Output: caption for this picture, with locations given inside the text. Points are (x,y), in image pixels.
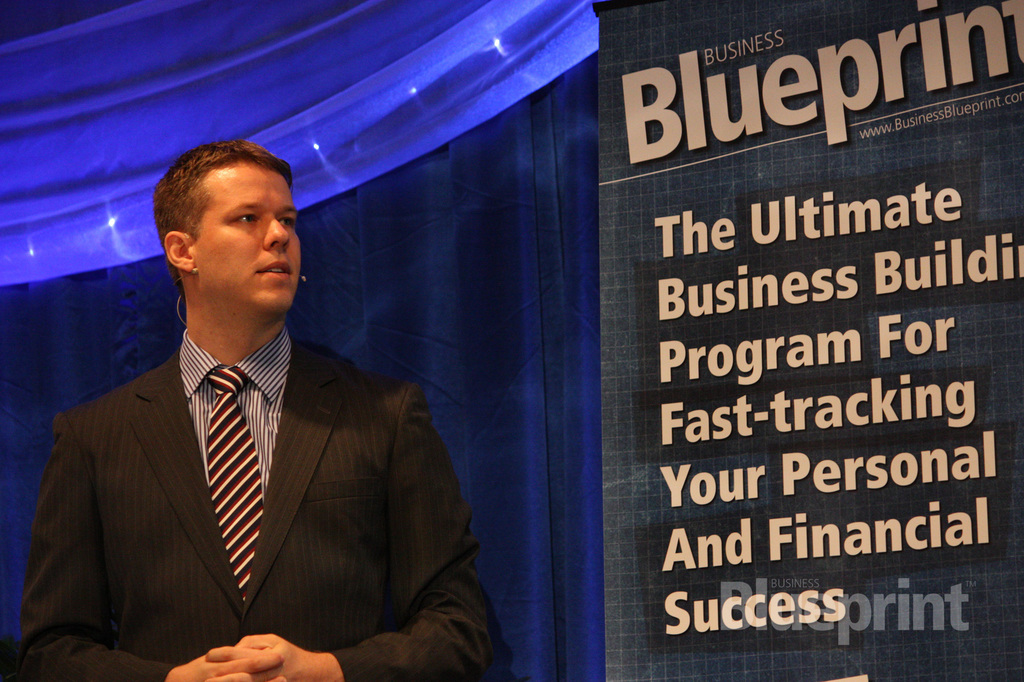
In this picture I can see a person (281,435) wearing a suit (172,458) on the left side (226,476). I can see a screen (752,263) with text (805,341) on the right side (795,383). I can see curtain (392,337) in the background (448,278).
